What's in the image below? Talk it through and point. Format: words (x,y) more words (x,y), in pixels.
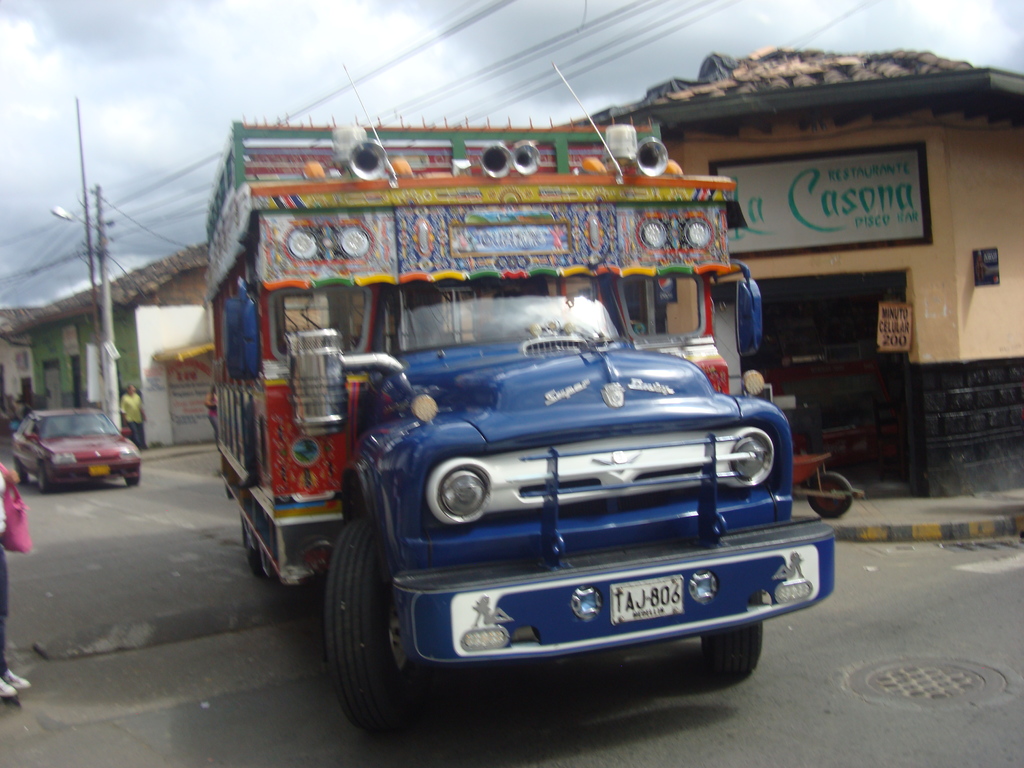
There is a vehicle (464,415) in the center of the image (400,470), there are people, it seems like houses (12,309), vehicle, poles (88,247), wires (331,96) and the sky (207,90) in the background (282,42).
